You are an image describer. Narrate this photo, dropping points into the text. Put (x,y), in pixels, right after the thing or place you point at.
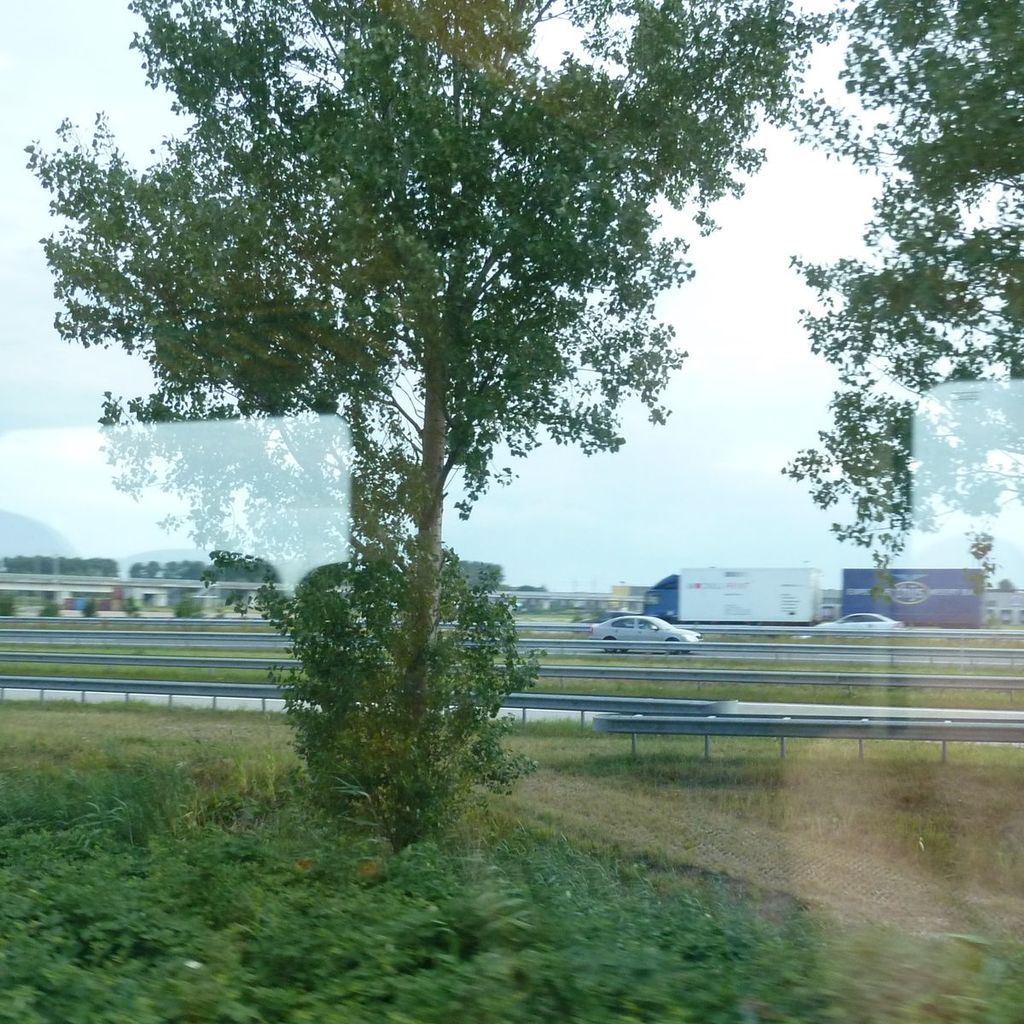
In this picture we can see a tree (456,263) in the middle (452,387), at the bottom (699,808) there are some plants (697,889) and grass (803,856), we can see two cars (673,638) and a vehicle (769,600) in the background (742,577), there is the sky (734,239) at the top of the picture (734,273).
